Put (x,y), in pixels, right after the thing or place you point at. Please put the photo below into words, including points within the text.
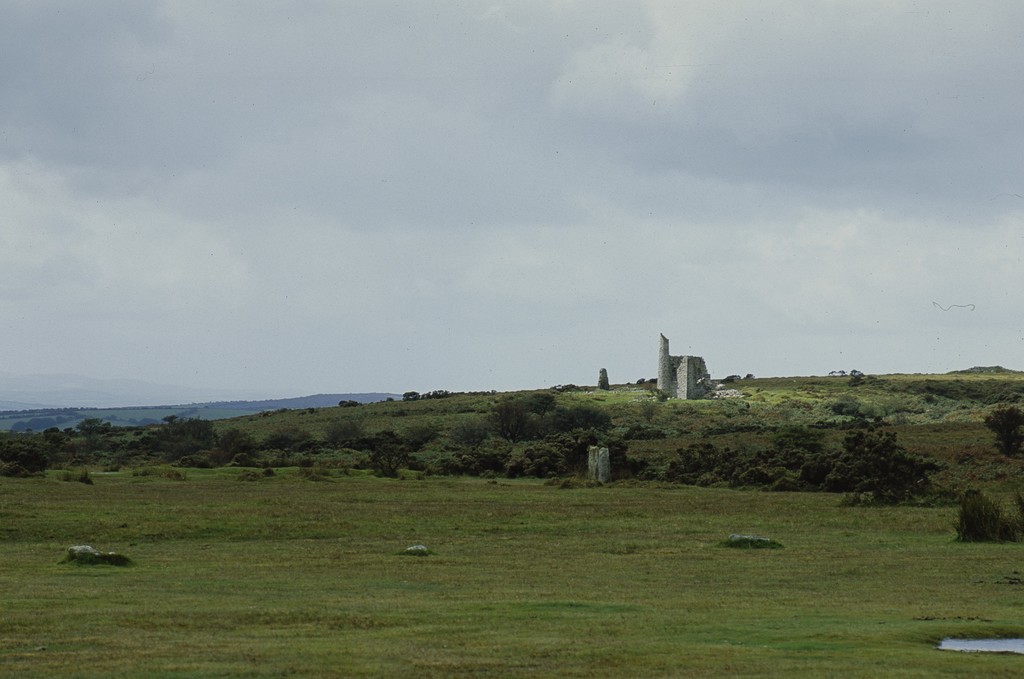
At the bottom of the image (478,594) there is grass (399,600). There is a stone structure (695,371) in the background of the image (680,397). There are trees (261,439). There are mountains (44,421). At the top of the image (488,144) there are clouds (400,150).
